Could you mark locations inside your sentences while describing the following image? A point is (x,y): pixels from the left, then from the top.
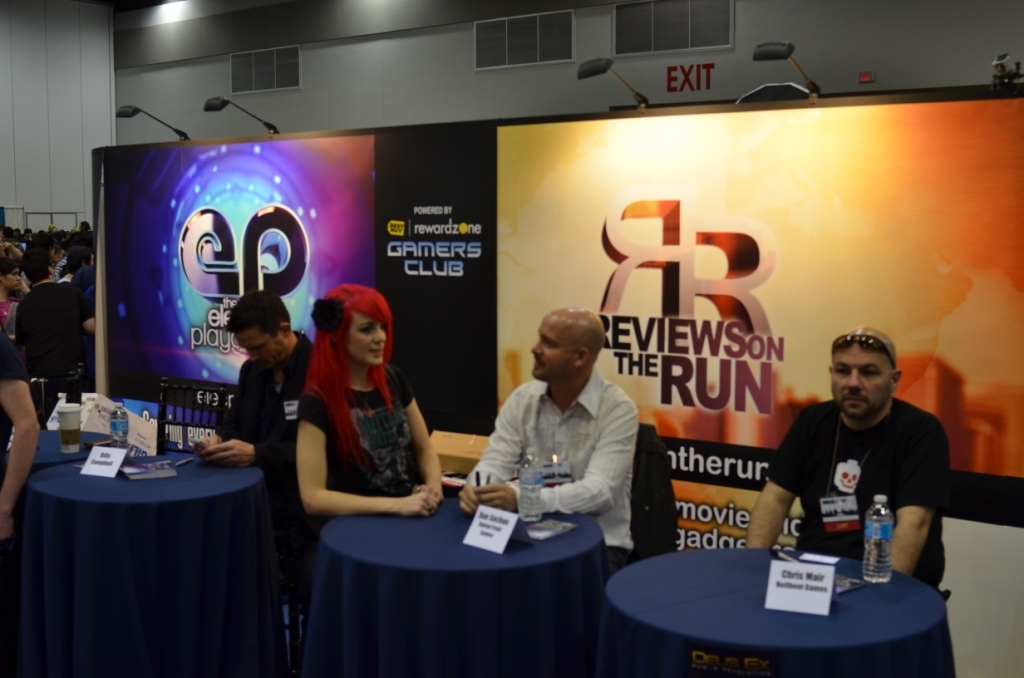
It looks like an expo there is a banner (421,323) with "gamers club" written on it there are four people (533,409) sitting on front of the table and lot of people (54,293) are standing behind them in the background (671,84) there is an exit sign (699,73) and a wall (423,76), the person (565,430) who is sitting in between is talking to the woman (401,447) who is sitting beside him.
